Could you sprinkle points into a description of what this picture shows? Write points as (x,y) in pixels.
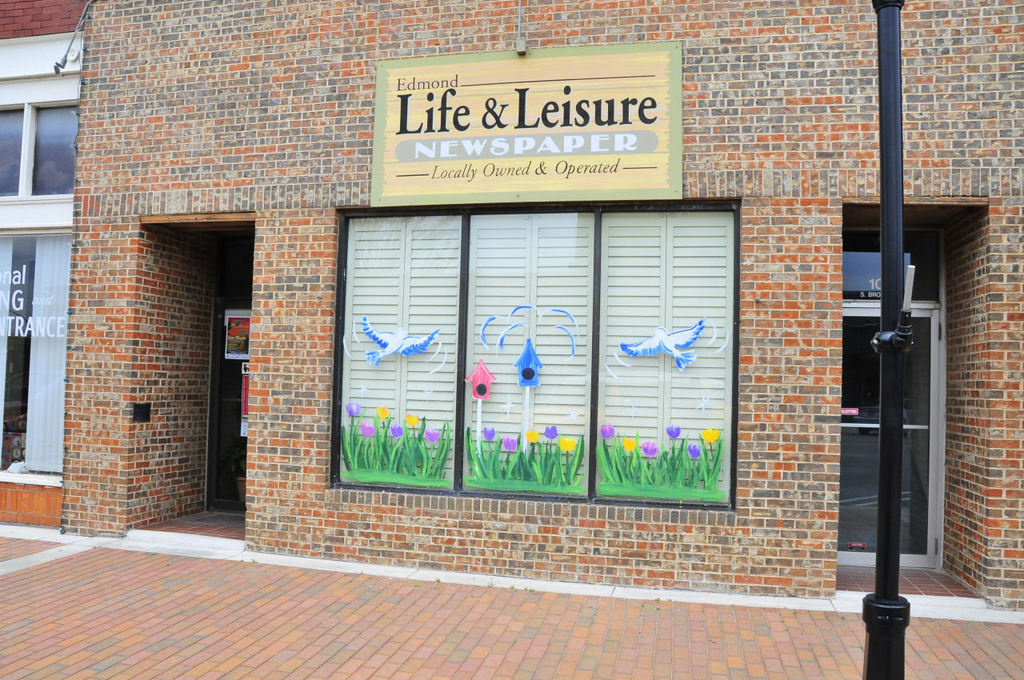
In this image we can see a building (243,129) with brick wall (175,74), doors (935,410). On the building (947,414) there is a board (508,149) with something written. Also there are glass windows (558,348) with paintings (400,329). And there is a pole (878,608) on the right side (895,505).
